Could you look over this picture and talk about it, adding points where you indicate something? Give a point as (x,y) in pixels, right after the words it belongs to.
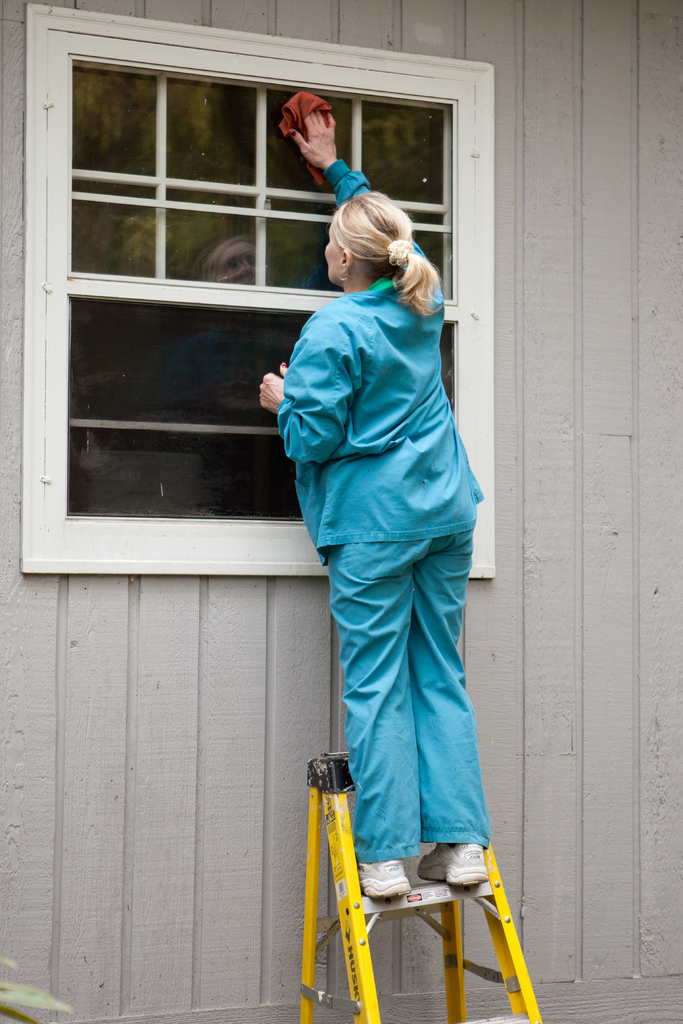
This is the woman (423,591) standing on the ladder (502,903). She wore a blue jerkin (381,407), trouser (371,705) and shoes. She is holding a cloth (326,118) and cleaning the glass (132,129). This looks like a window (111,473) with a glass door (119,513). I think this is a wall (159,869).
